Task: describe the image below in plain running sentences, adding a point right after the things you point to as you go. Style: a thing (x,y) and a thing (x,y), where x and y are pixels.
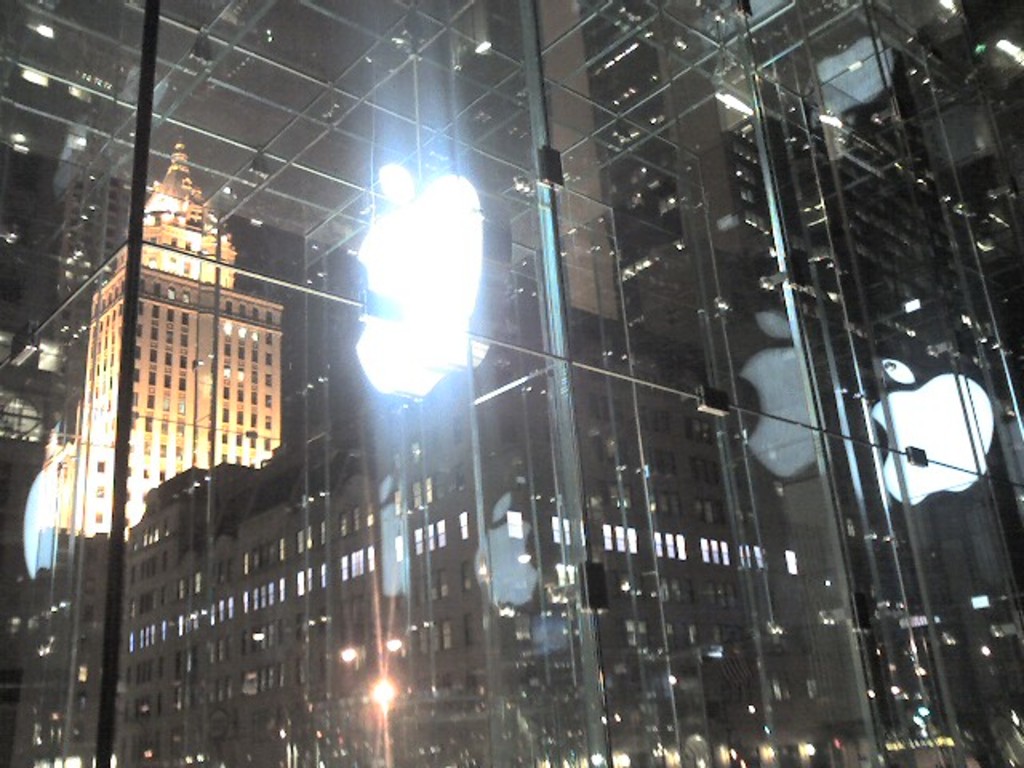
In this image I can see a glass window (769,386) and through window (386,492) I can see buildings (587,495) and towers (229,381) and light focus (451,244).
